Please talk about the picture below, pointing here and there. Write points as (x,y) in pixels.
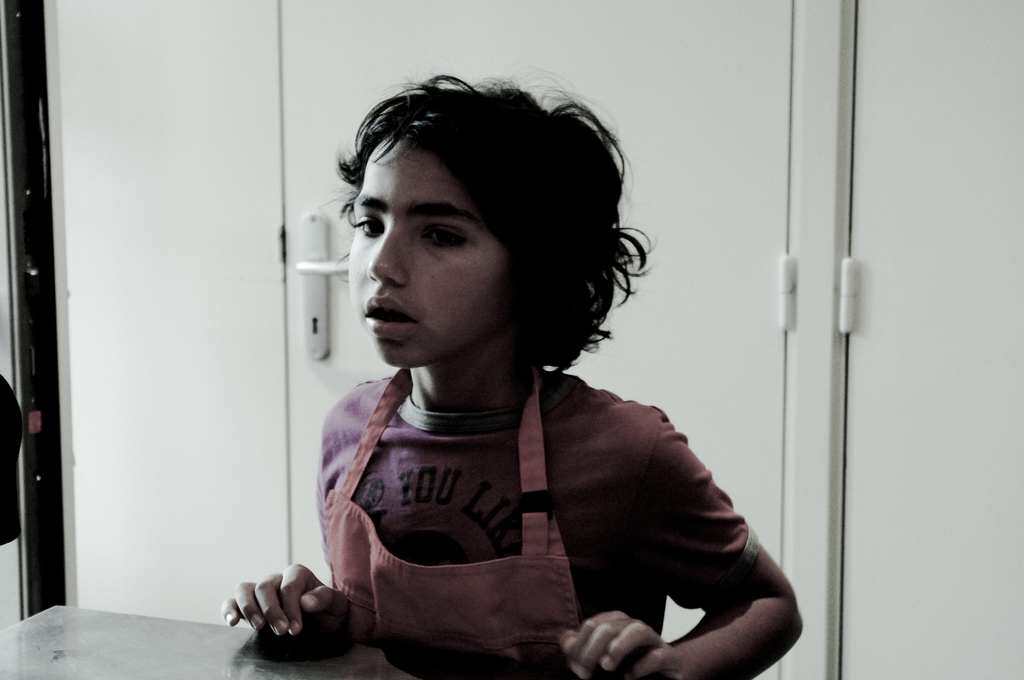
In the center of the image (429,330) we can see a boy (443,445). In the background (743,140) there is a white door (779,121).
